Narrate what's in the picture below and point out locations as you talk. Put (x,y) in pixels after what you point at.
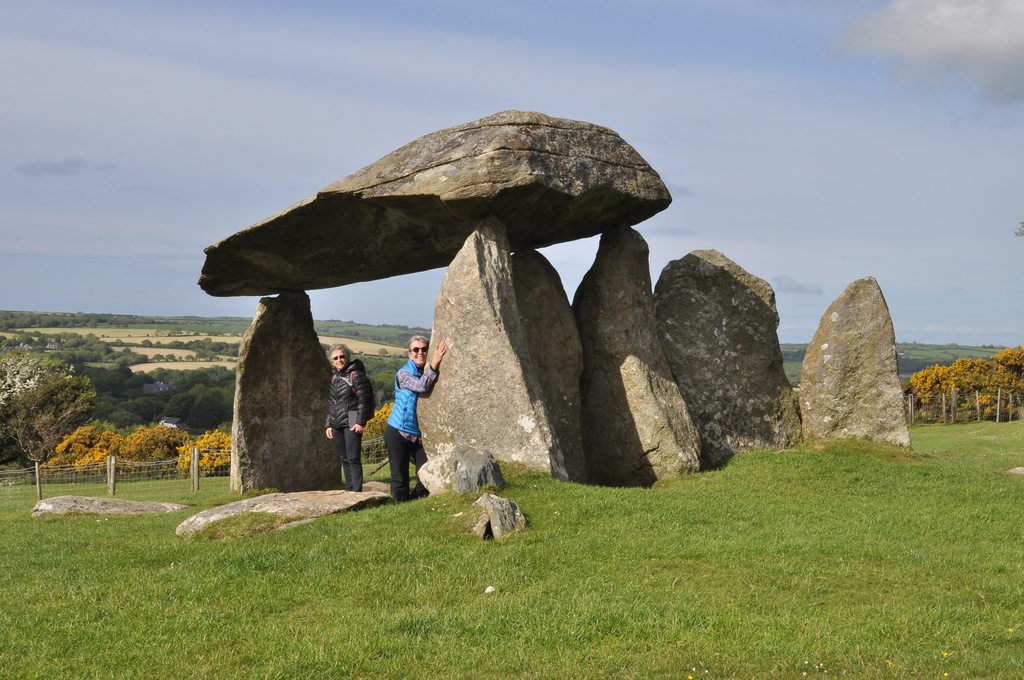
In the center of the image (501,367) there are rocks (499,399) and we can see people (409,475). At the bottom (359,567) there is grass (678,569) and we can see a fence (120,473). In the background (127,392) there are trees (113,356) and sky (706,80).
